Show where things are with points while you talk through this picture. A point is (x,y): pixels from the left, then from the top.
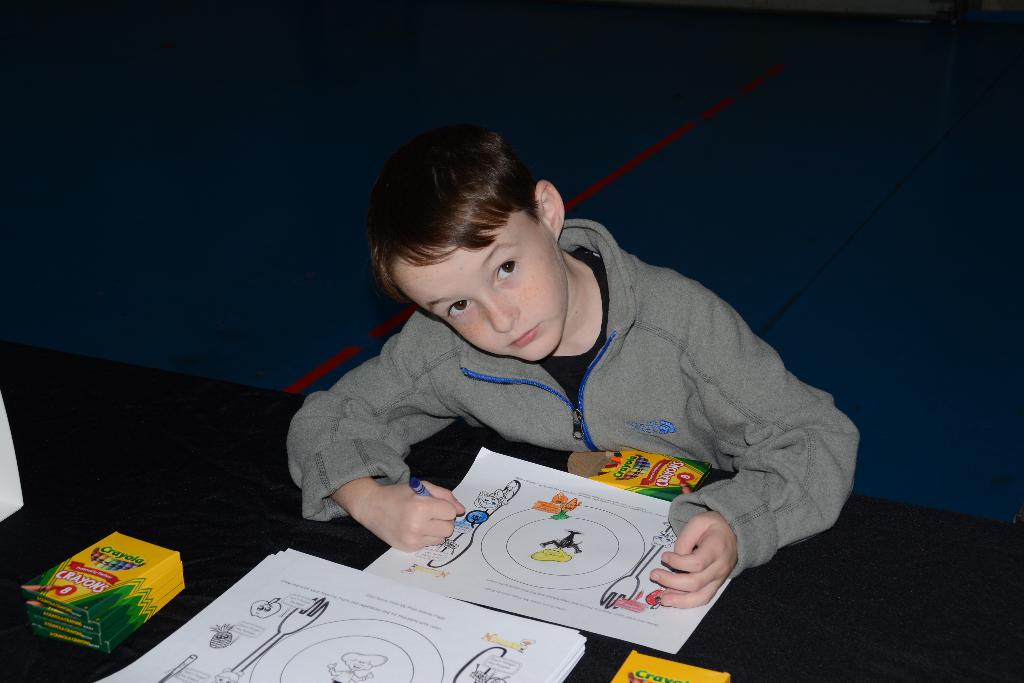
In this image, we can see a table (220,432) contains papers (285,577) and sketch boxes (112,582). There is a kid (480,329) in the middle of the image (663,344) wearing clothes (504,408) and coloring a picture (483,502).
